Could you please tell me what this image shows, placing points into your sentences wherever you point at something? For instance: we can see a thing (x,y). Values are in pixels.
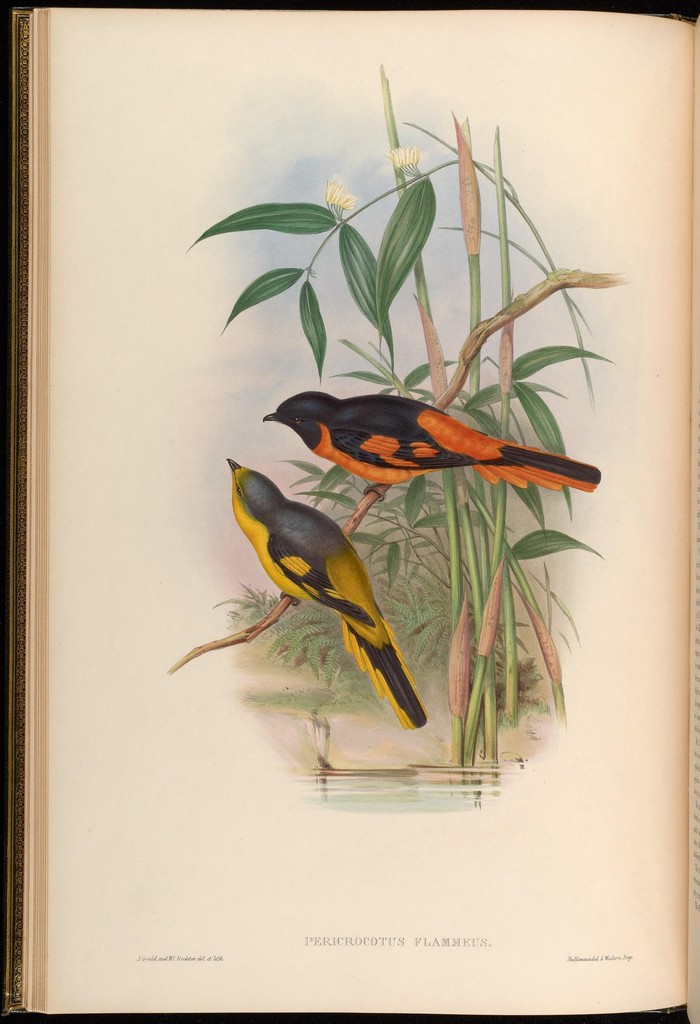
In this picture, there is a book (332,520). On the book (358,679), there is a picture (395,448) of two birds (392,475) standing on the stem (291,603) of the plant (482,393). At the bottom (361,792), there is water (462,767).
